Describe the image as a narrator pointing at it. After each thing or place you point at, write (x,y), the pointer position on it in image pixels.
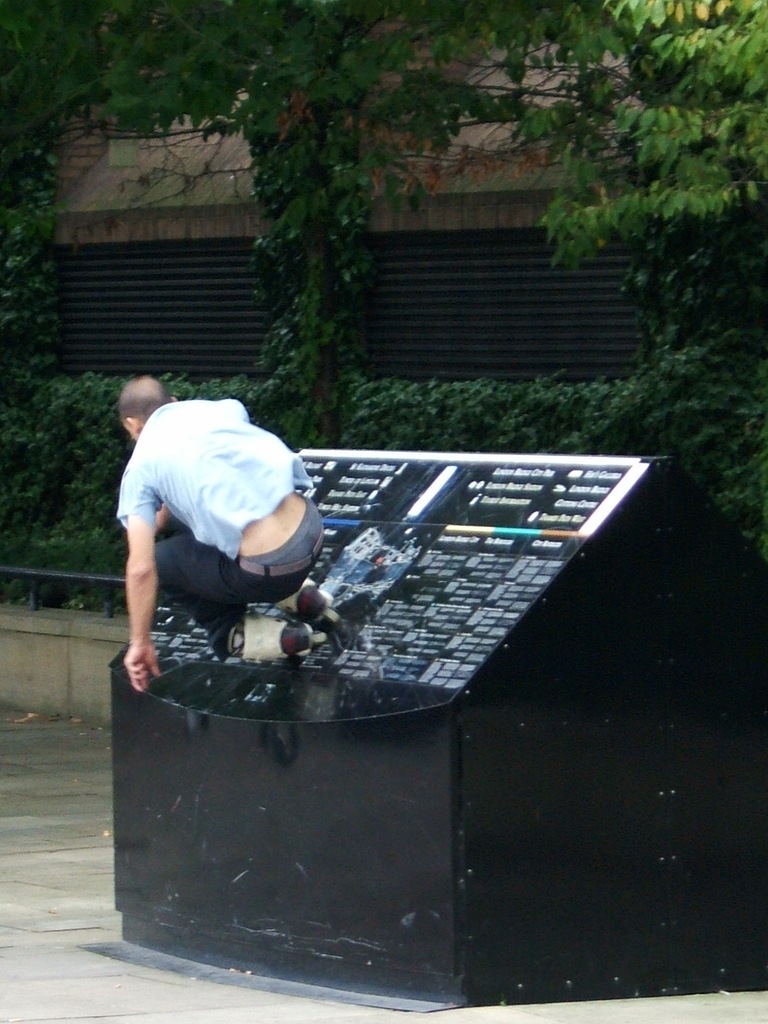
In this image I can see a man (139,406) and in the background (92,595) I can see number of trees (385,153) and a building (159,269).
